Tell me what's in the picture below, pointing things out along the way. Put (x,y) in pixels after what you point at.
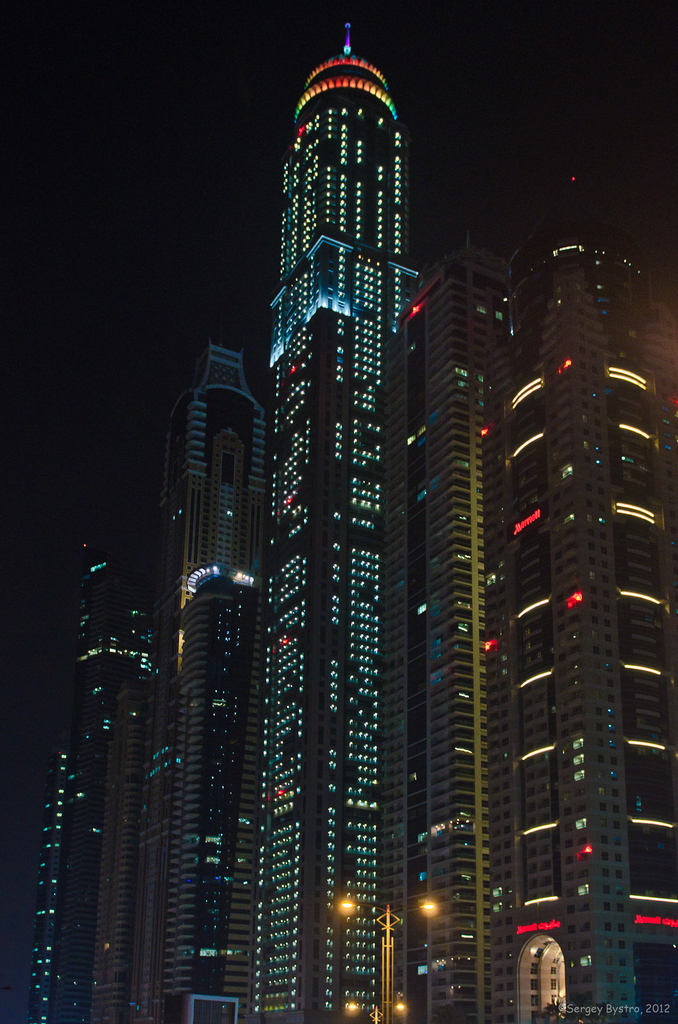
In this picture we can see the buildings (529,781), these are the lights (267,961). And there is a sky (145,215).
